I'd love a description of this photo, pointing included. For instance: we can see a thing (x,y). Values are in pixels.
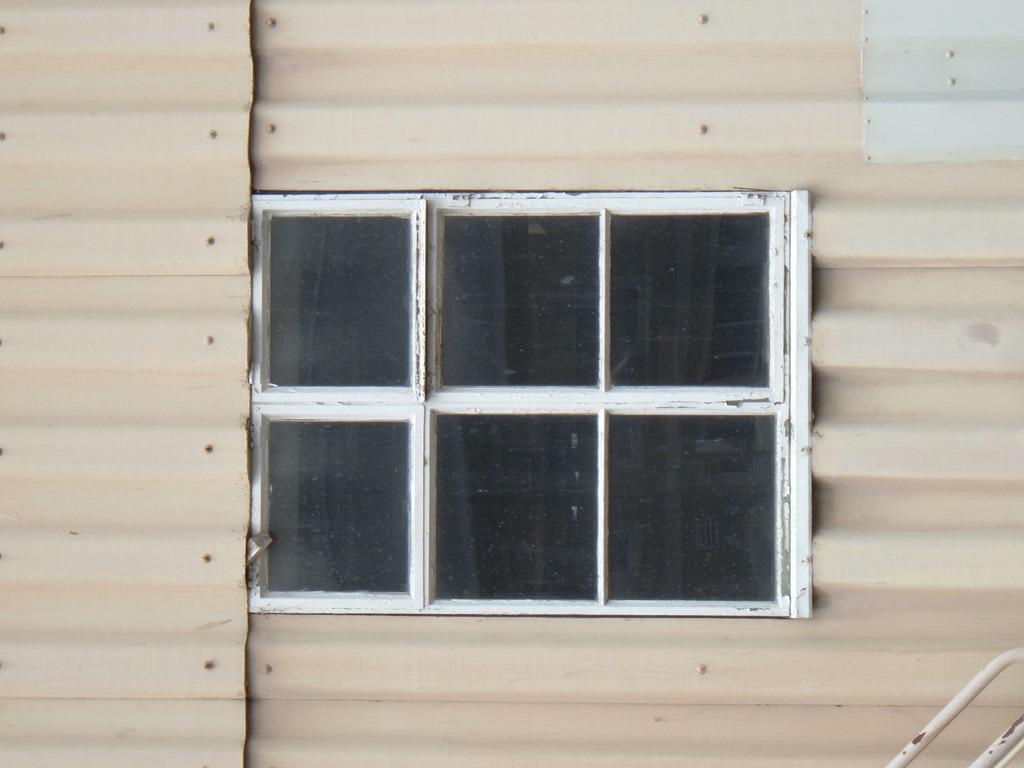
In this image we can see a metal wall (578,100) and a window (638,520) is attached to it.
